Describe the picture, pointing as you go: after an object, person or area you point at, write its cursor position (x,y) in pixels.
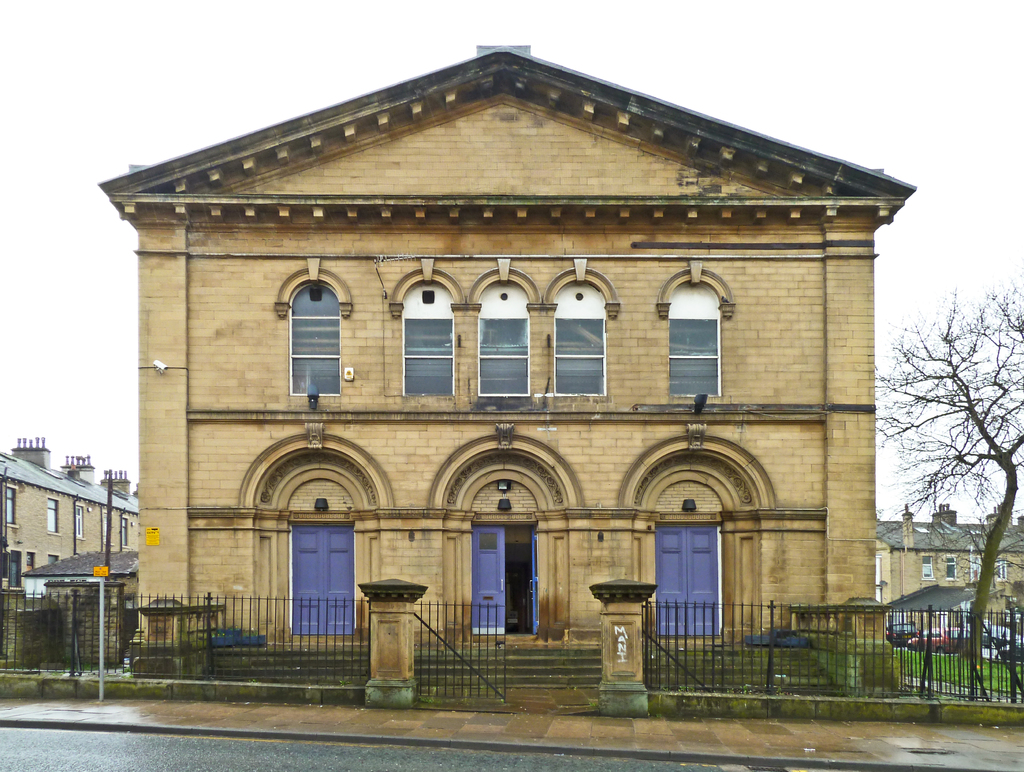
There is a house (506,395) in the center of the image (469,459), there are vehicles (891,631), houses (915,560), a tree (1013,482) and the sky (921,281) in the background (898,343).
